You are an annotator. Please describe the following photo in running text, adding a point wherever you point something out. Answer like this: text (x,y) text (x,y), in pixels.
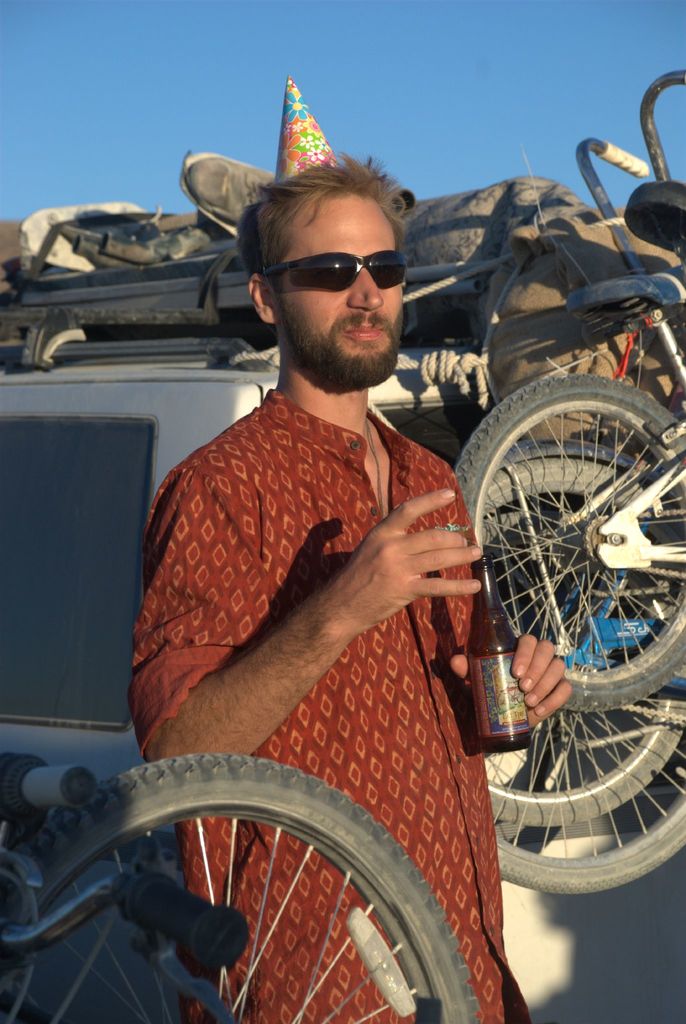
In this image there are vehicles (168,418), person (320,547), bottle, cap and objects (39,237). Person (298,469) is holding a bottle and wore goggles (372,257). In the background of the image (433,36) there is the sky (310,102).
